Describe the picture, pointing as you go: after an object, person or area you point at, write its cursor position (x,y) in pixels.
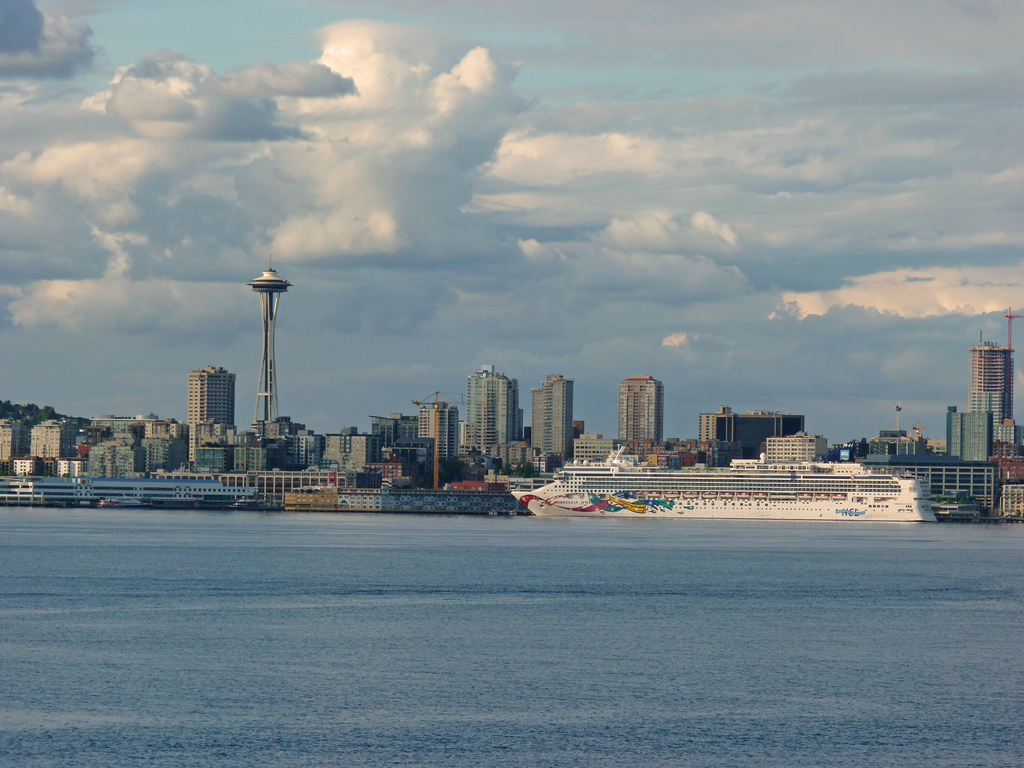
In this picture there is a ship (722,486) on the water (656,555). At the back (721,447) there are buildings (485,447) and there is a tower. At the top (294,223) there is sky (508,335) and there are clouds (464,217). At the bottom (397,620) there is water (443,653).
